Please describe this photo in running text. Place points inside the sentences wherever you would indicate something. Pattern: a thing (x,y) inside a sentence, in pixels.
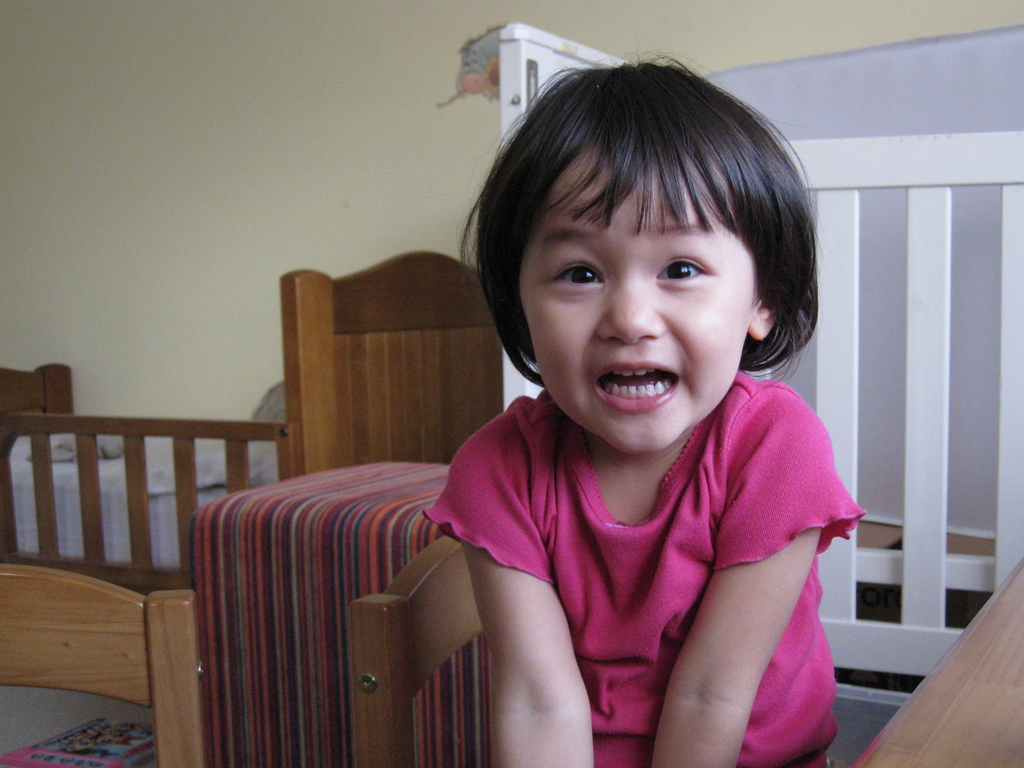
A girl (667,545) wearing a pink dress (657,531) is smiling. There are bed (182,487), cot (167,447) and a white color fencing (925,165). In the background (212,158) there is a wall (239,214).
